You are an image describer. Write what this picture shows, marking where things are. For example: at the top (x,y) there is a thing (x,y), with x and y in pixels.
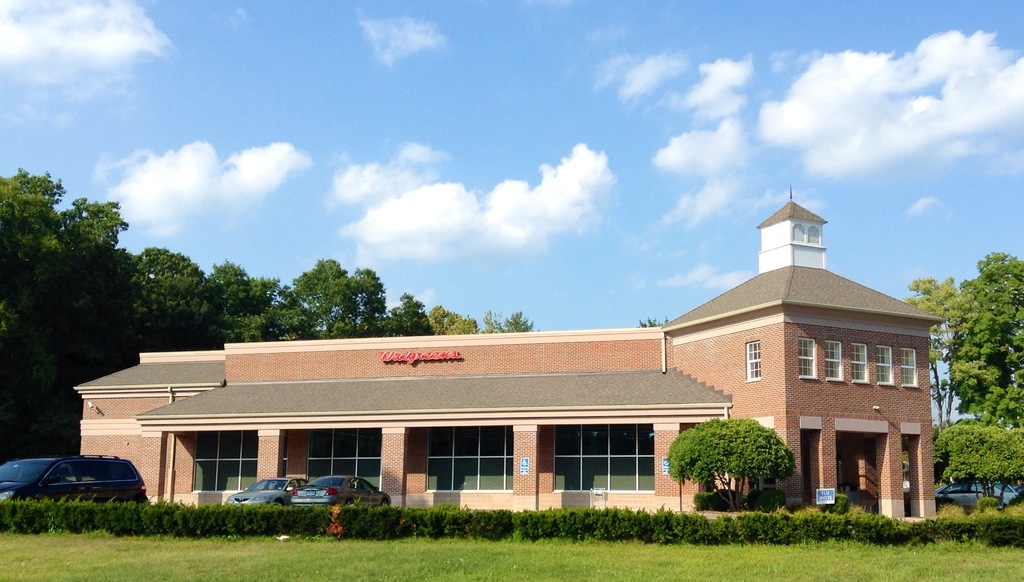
In this picture we can see the grass (213,557), plants (956,505), vehicles (976,489), trees (952,476), building (458,488) with windows (441,486) and in the background (522,151) we can see the sky (558,141) with clouds (941,68).
